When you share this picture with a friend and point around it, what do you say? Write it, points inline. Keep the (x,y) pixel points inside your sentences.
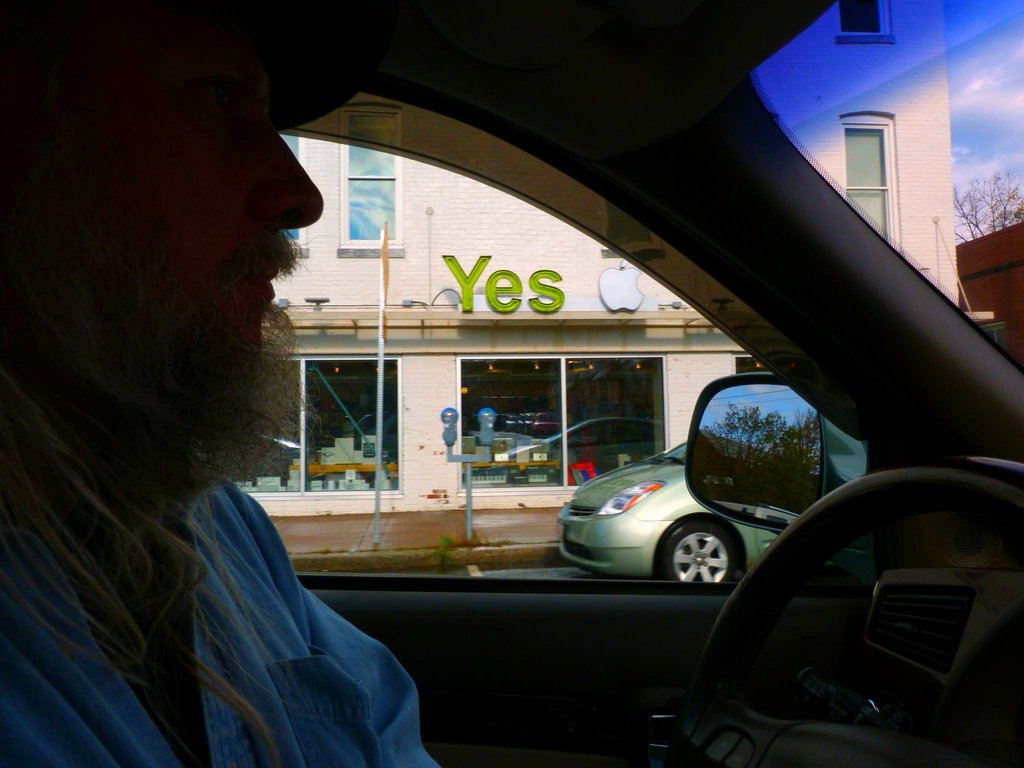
In this image a man (406,689) is sitting in a car (599,721) in front of the steering (789,741). Outside of the car (822,553) there is a building (429,280), window (342,453), and a name (542,310) yes. Sky (981,136) with clouds (991,105) and a dry tree (990,201). On the side mirror (804,449) of the car (784,451) there is the reflection (774,447) of some trees (775,446) and outside the building (529,314) there is the green colour car (634,517) parked on the road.
